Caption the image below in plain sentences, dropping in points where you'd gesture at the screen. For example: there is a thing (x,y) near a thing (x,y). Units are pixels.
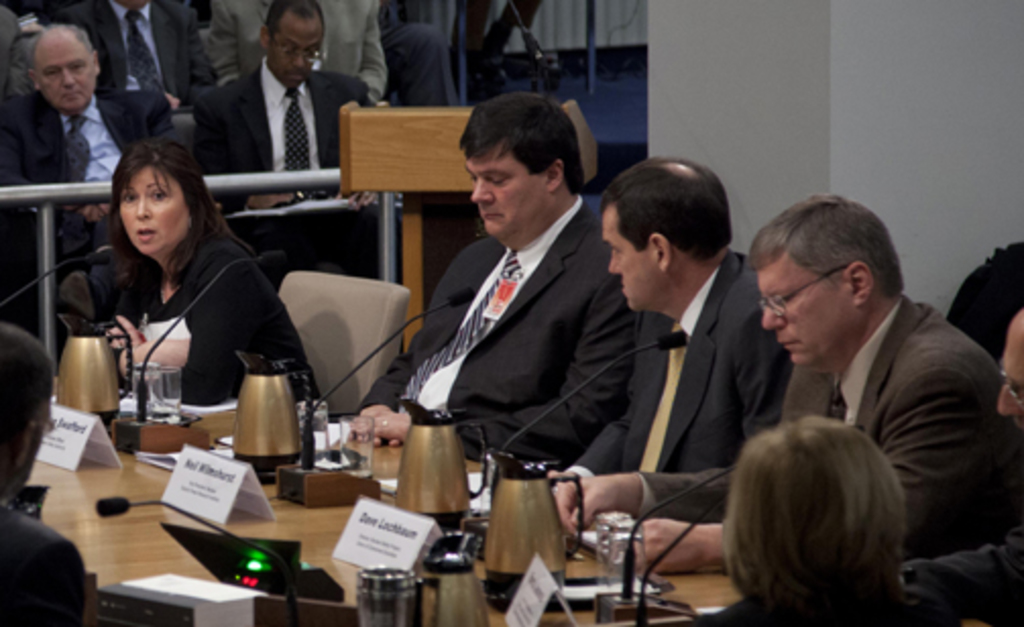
In this image, we can see persons (568,275) wearing clothes (329,63). There is a table (671,574) at the bottom of the image (418,489) contains glasses (605,530), mugs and jugs (507,486). There is a metal barrier (393,248) on the left side of the image (44,243).
